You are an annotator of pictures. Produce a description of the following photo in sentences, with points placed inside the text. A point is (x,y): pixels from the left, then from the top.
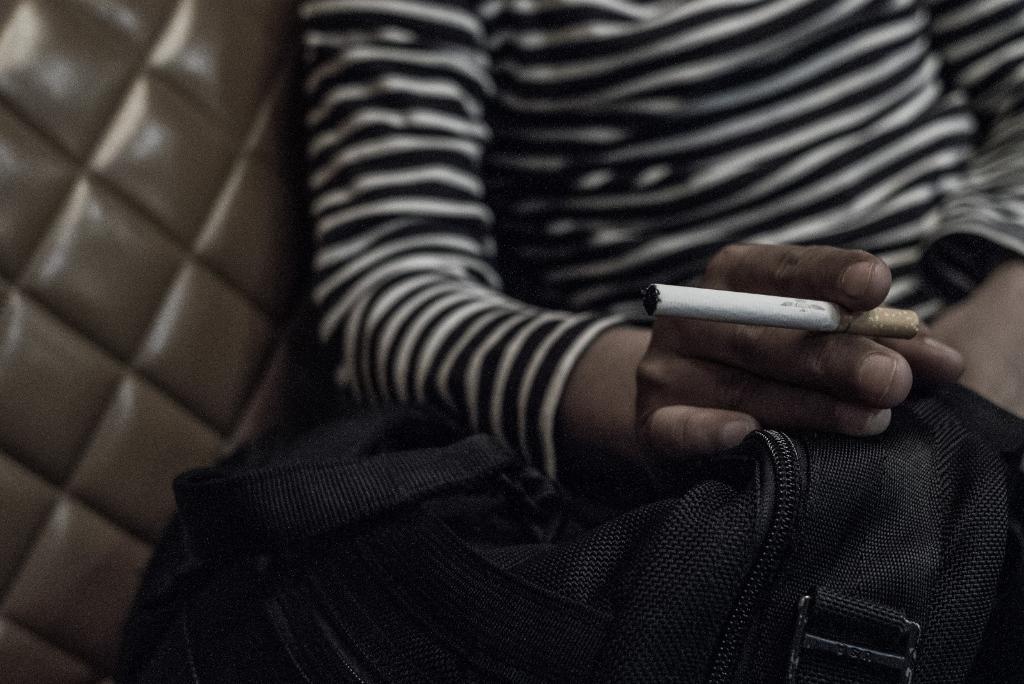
In this image we can see a person (486,78) wearing black and white color T-shirt (450,220) is holding a cigarette (856,313). Here we can see the black color bag (484,613). This part of the image is blurred.
